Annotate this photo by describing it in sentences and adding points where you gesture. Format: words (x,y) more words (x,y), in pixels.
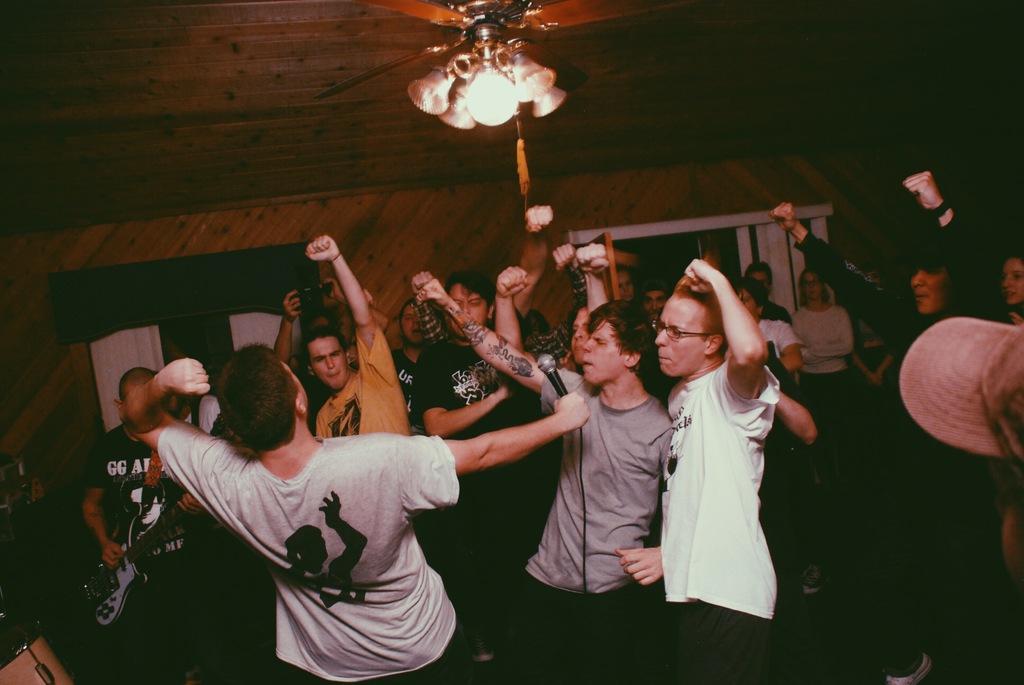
In the image there are many people (391,484) dancing and over the ceiling (529,122) there are lights (465,75), the man (560,401) in the front (511,447) holding mic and a man (114,547) playing guitar (127,584) on the left side (106,455).
